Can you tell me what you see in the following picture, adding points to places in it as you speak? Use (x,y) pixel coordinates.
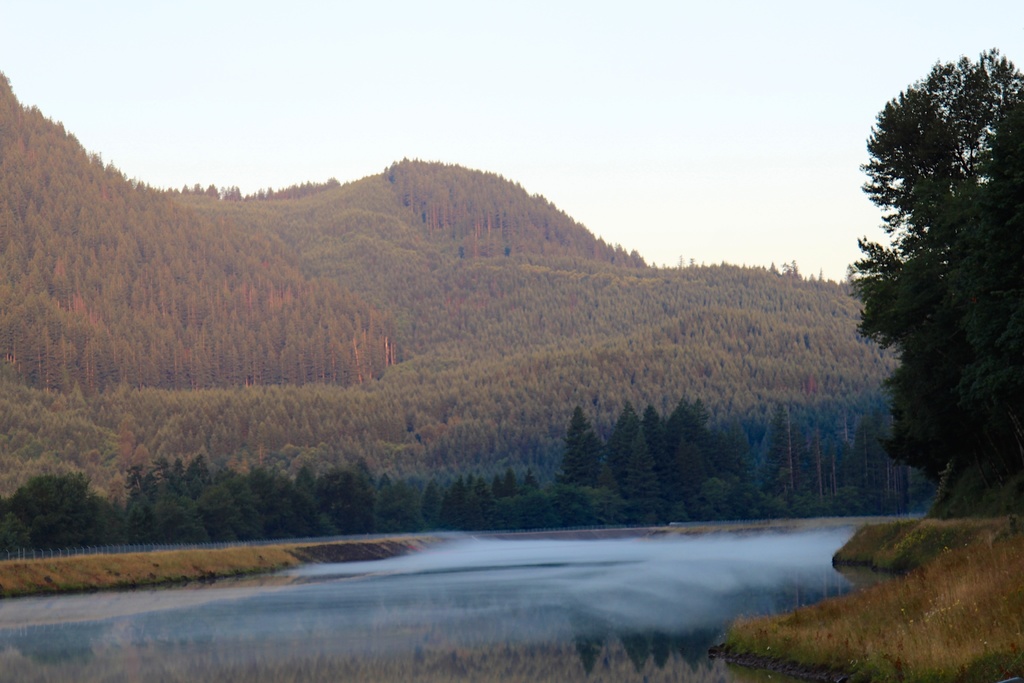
In the background of the image (338,242) there are mountains (237,295) with trees (343,392). In the center of the image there is water (459,570). At the bottom of the image (846,659) there is grass (947,646). At the top of the image (524,123) there is sky (516,149).
